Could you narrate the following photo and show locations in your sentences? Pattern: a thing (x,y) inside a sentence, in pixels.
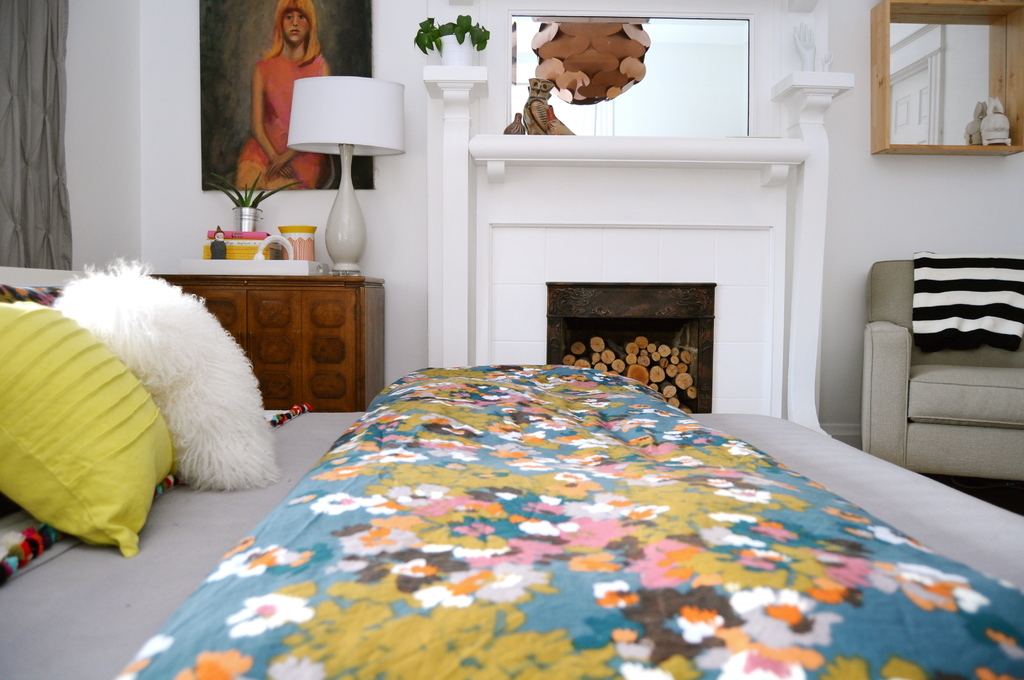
This is a room (338,466). In this room (223,474) there is a bed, pillows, painting (313,168), flower vase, couch (882,286).
